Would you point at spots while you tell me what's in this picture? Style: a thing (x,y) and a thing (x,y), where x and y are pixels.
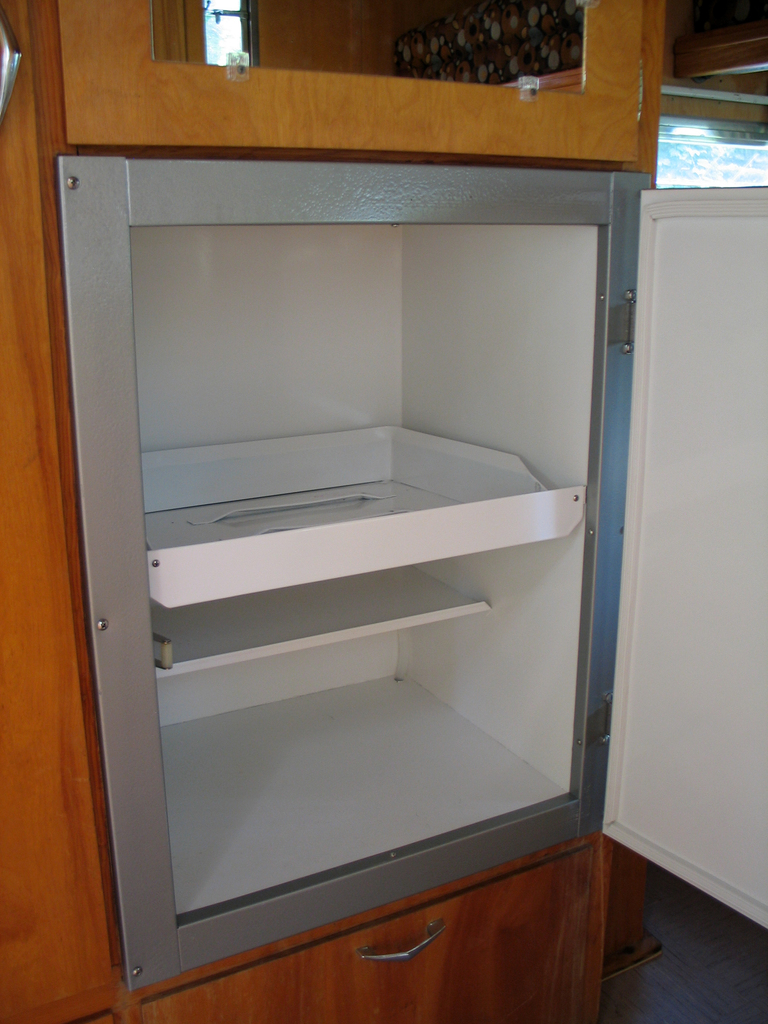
In this picture we can see there are trays (258,467) in a cupboard (581,226). There are doors (705,525).
